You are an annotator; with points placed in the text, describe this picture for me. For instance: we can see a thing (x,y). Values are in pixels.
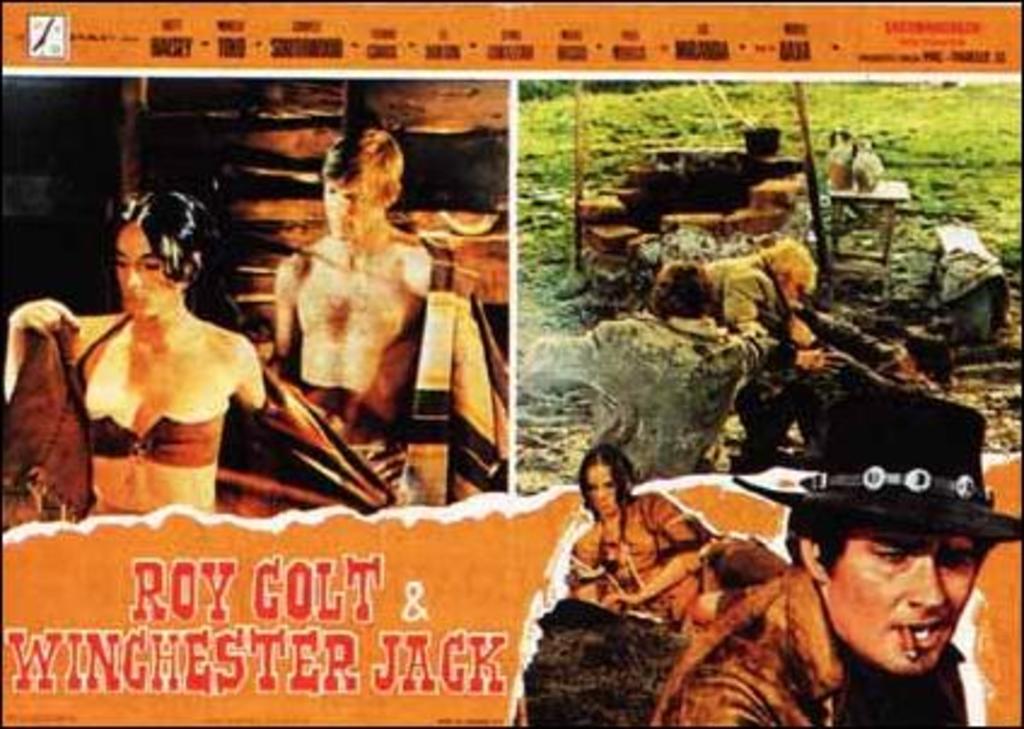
This is a poster with three images (277,360). And something is written. On the left side (239,348) there are two persons (208,326) holding clothes (219,441). On the right side (701,219) there is grass (834,113) and some other thing (615,241). In the right bottom corner (848,641) there is a person (757,584) wearing a hat (845,475) and having a cigarette (909,652) in the mouth (910,633).
